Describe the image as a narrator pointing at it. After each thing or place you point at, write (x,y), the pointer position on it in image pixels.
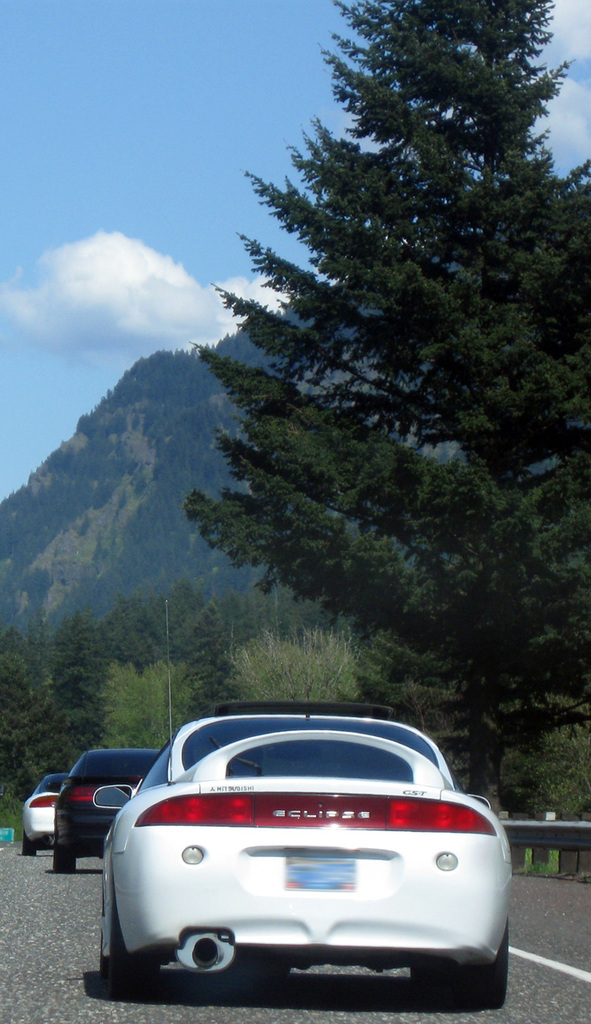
In the picture we can see some cars (125,902) on the road (29,902) and beside it, we can see a part of the railing (511,832) and behind it, we can see a tree (214,354) and in the background (36,724), we can see some trees (129,654), hills (137,490) covered with trees (123,570) and the sky (127,282) with clouds (127,282).
